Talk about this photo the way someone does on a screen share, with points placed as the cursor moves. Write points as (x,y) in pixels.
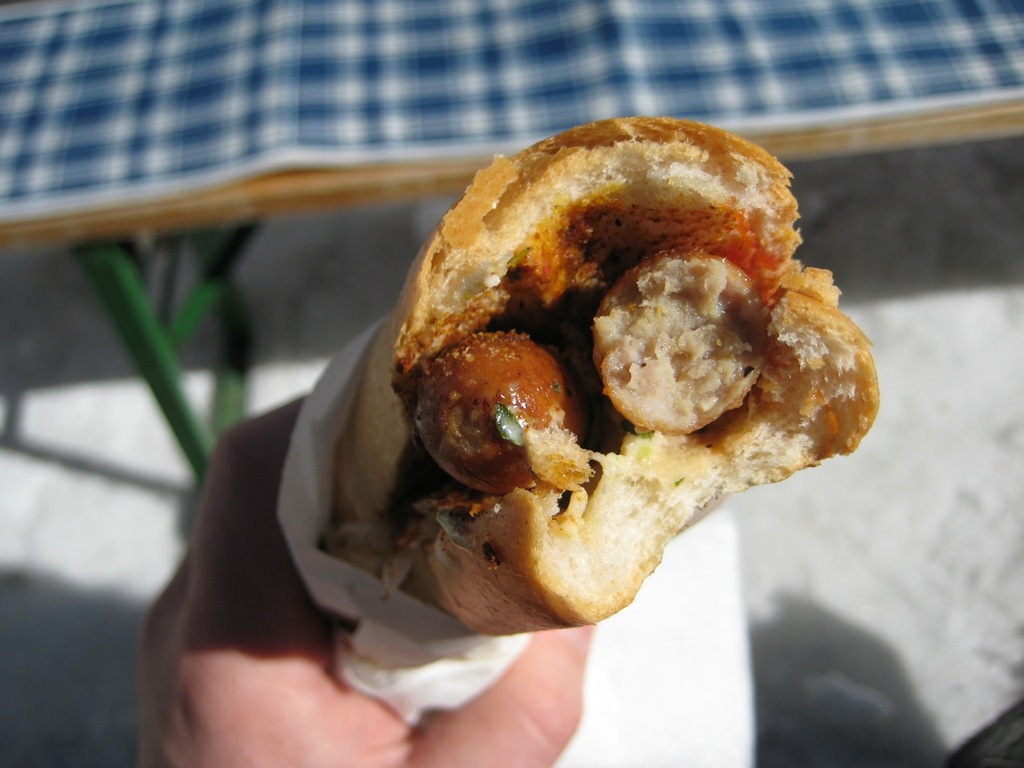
In this picture, we see the hand (325,666) of the person (475,701) who is holding the food item (500,393) and tissue paper (329,516). At the bottom of the picture (637,601), it is white in color. In the background (188,191), we see a table (100,246) which is covered with blue and white color sheet (336,40). This picture is blurred in the background (381,191).
